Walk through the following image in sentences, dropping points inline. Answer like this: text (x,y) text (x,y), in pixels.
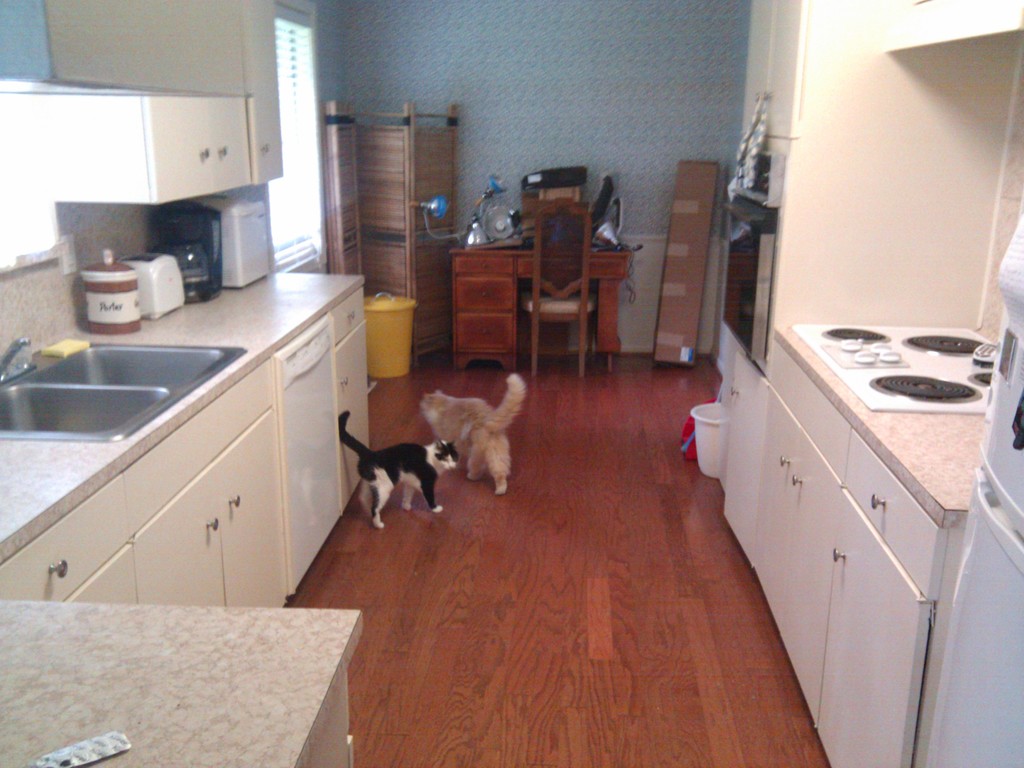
The image consist of a kitchen (746,145) and two cats (455,431). To the left (115,364) there is a wash basin (95,378), below that there are cupboards (233,462). In the background (707,153), there are tables (602,262), lights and a wall (544,94). To the right (951,341), there is a stove (863,378).
